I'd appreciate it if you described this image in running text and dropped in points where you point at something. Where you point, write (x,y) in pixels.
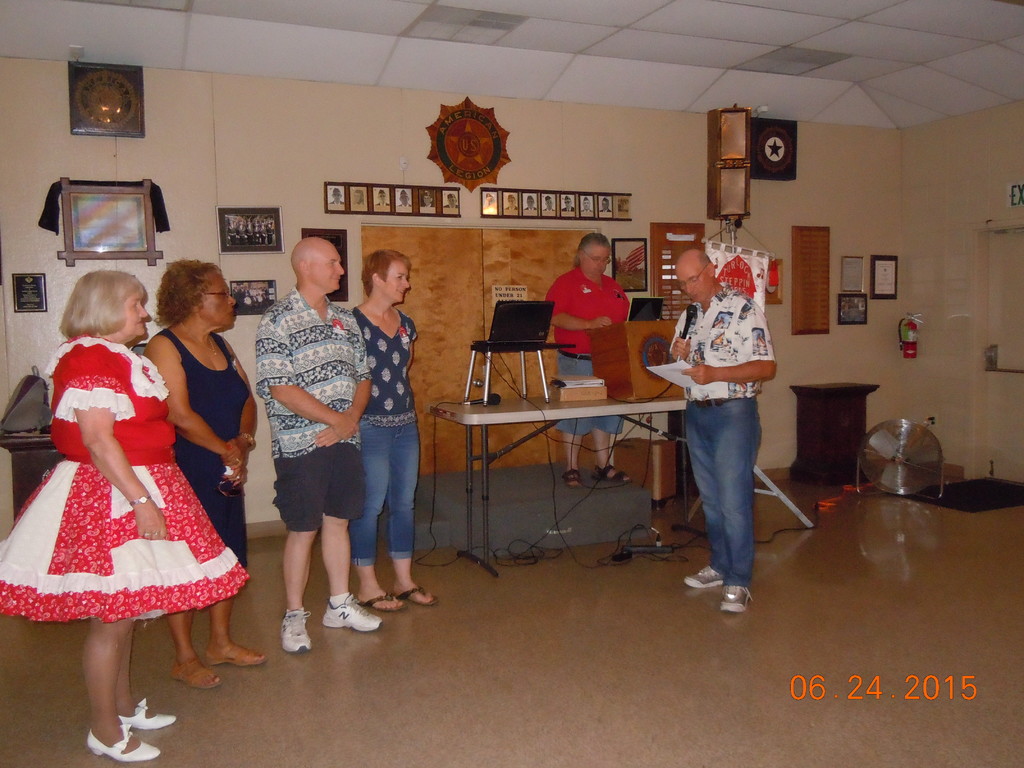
In this image there are six person (207,458) standing. On the table (500,405) there is a laptop (532,329). The person (684,344) is holding a mic (685,328) and a paper (682,361). At the back side (512,196) there are frames (428,196).
